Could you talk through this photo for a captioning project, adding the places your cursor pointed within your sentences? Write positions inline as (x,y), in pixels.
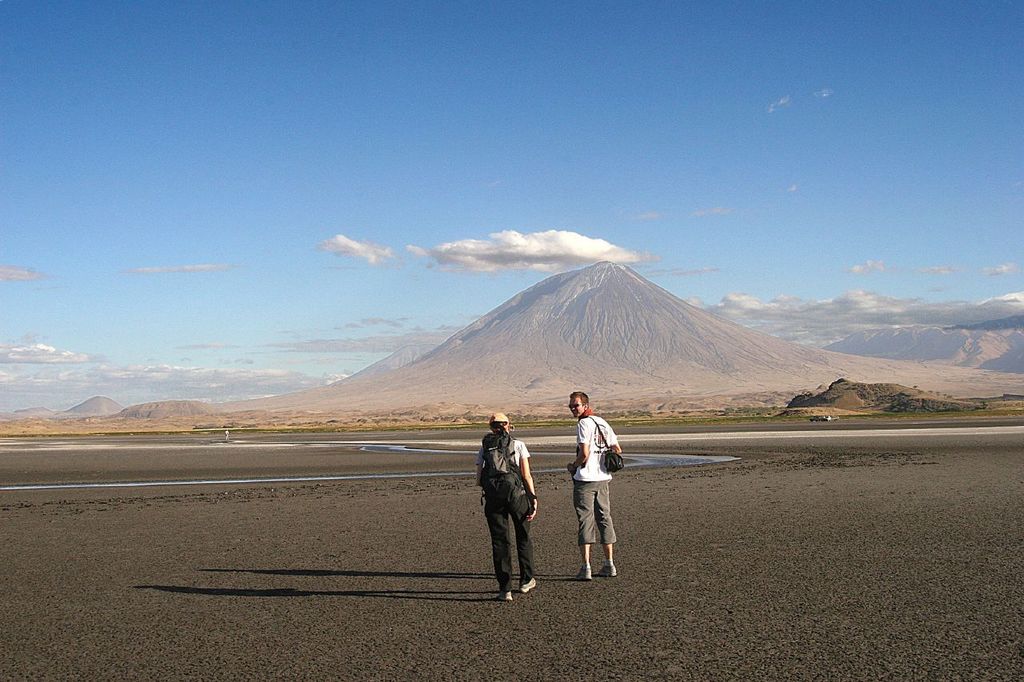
In this image in the center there are persons (588,490). In the background (582,373) there are mountains (568,331) and we can see clouds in the sky (678,204) and there is water (711,459) which is visible.
